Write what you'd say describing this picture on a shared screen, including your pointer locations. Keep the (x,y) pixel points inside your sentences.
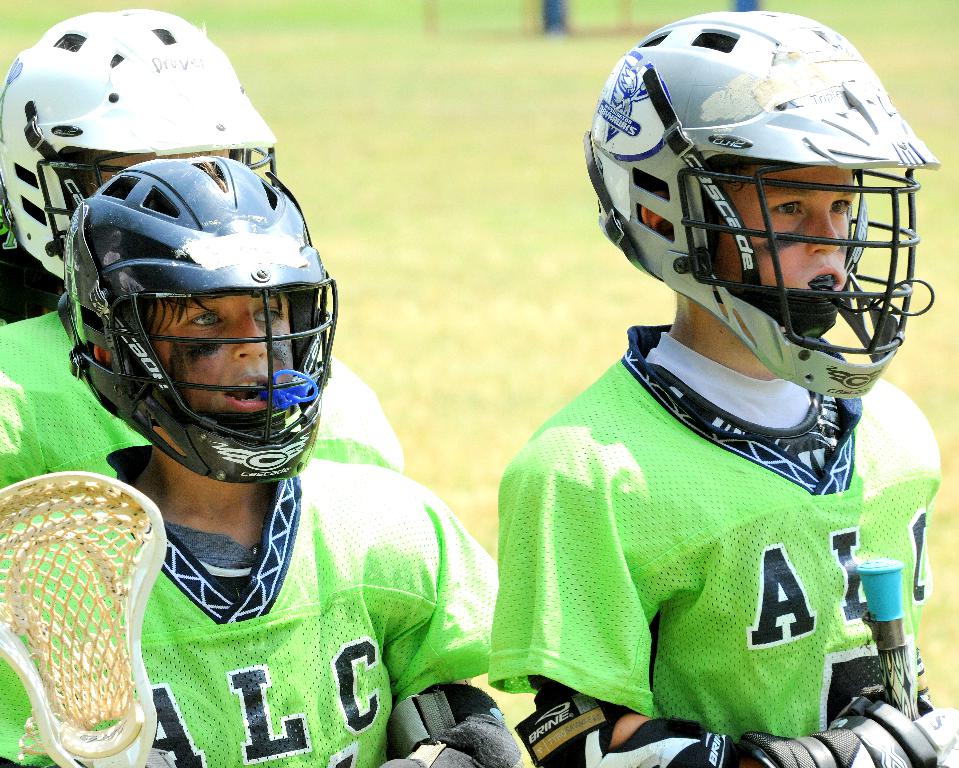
In this image I can see three persons (670,413) and they are wearing green and white color dresses (683,458) and helmets (174,172) and I can see the green color background (563,264).
